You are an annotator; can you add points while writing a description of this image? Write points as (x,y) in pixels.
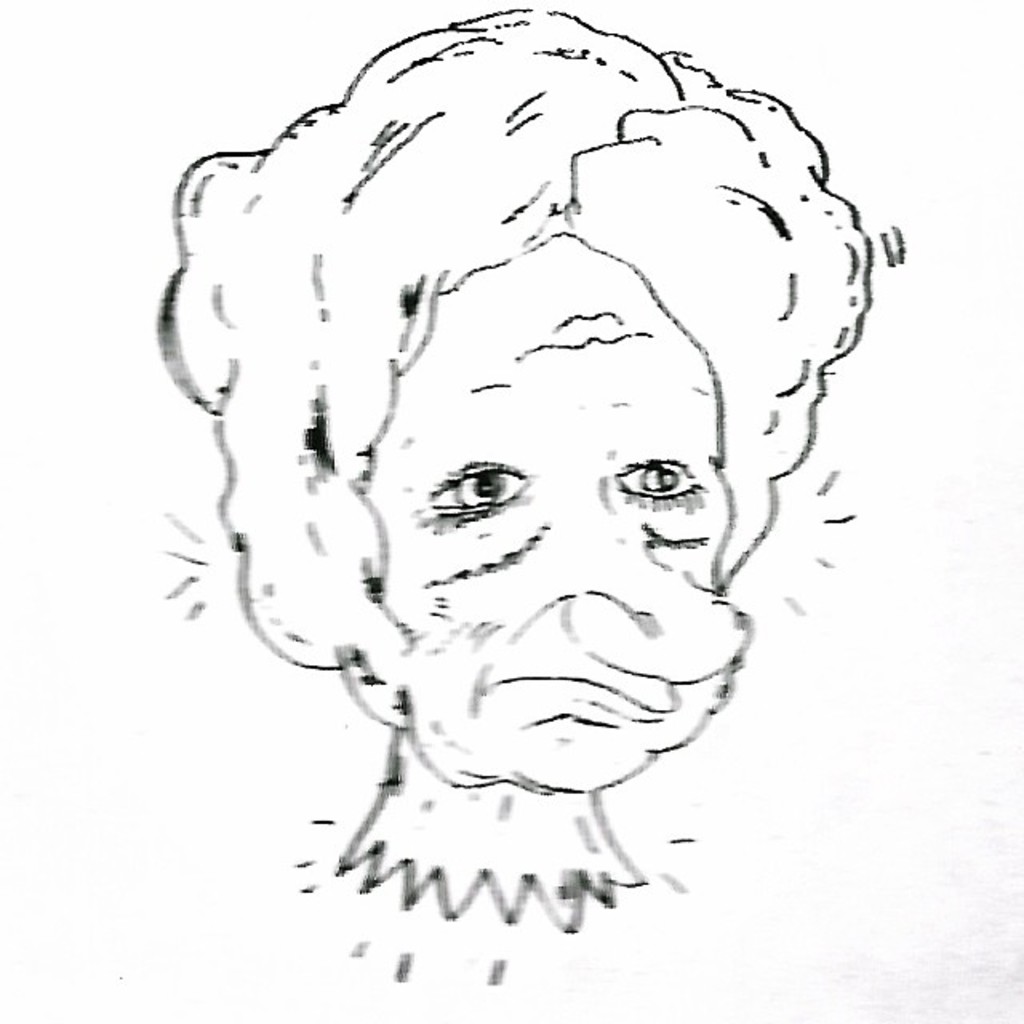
In this image there is a drawing of a person (574,648).
